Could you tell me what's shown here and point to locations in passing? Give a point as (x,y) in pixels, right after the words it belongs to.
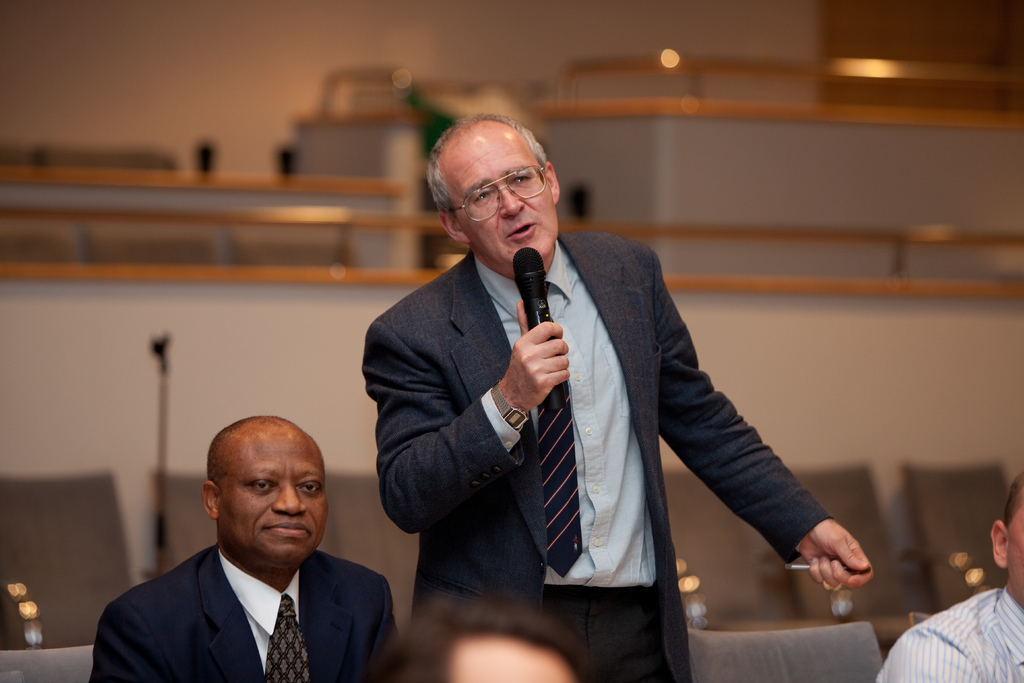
The person (443,374) wearing blue suit (454,373) is standing and speaking in front of a mike (532,306) and there are also few other persons (362,574) sitting beside him.
